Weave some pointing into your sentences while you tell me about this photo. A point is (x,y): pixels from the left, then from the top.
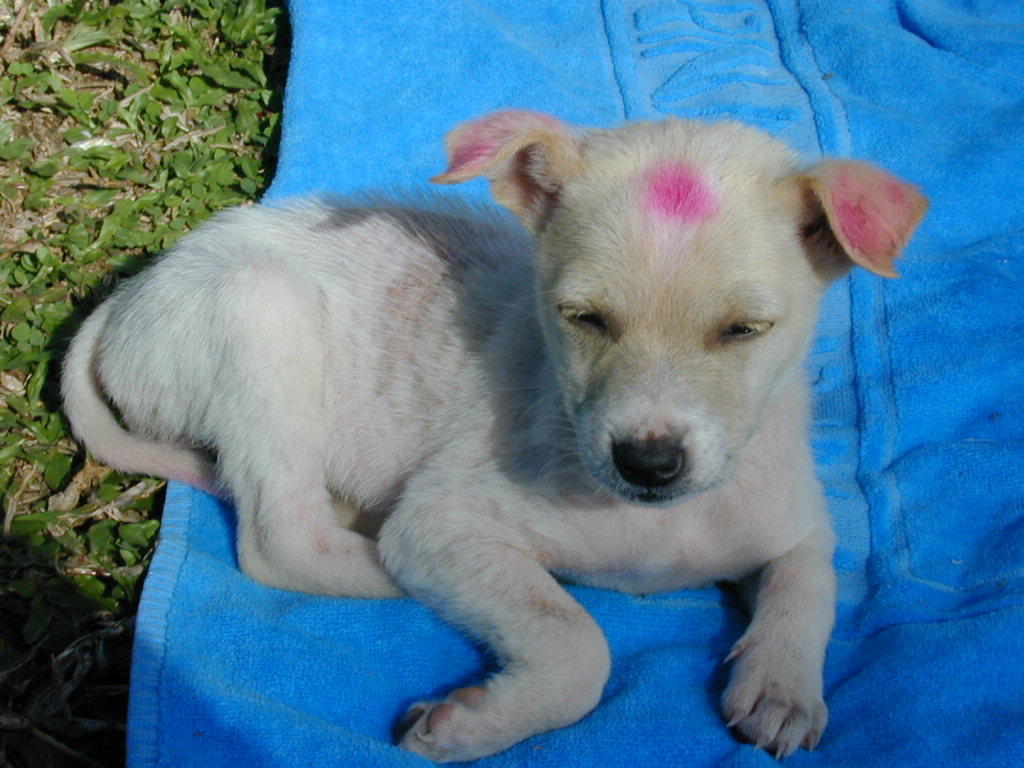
In this image I can see a white color puppy (441,324) is laying on a blue color cloth (270,653) which is placed on the ground (273,89). On the left side (54,482) there are few leaves (66,254) on the ground (58,132).
